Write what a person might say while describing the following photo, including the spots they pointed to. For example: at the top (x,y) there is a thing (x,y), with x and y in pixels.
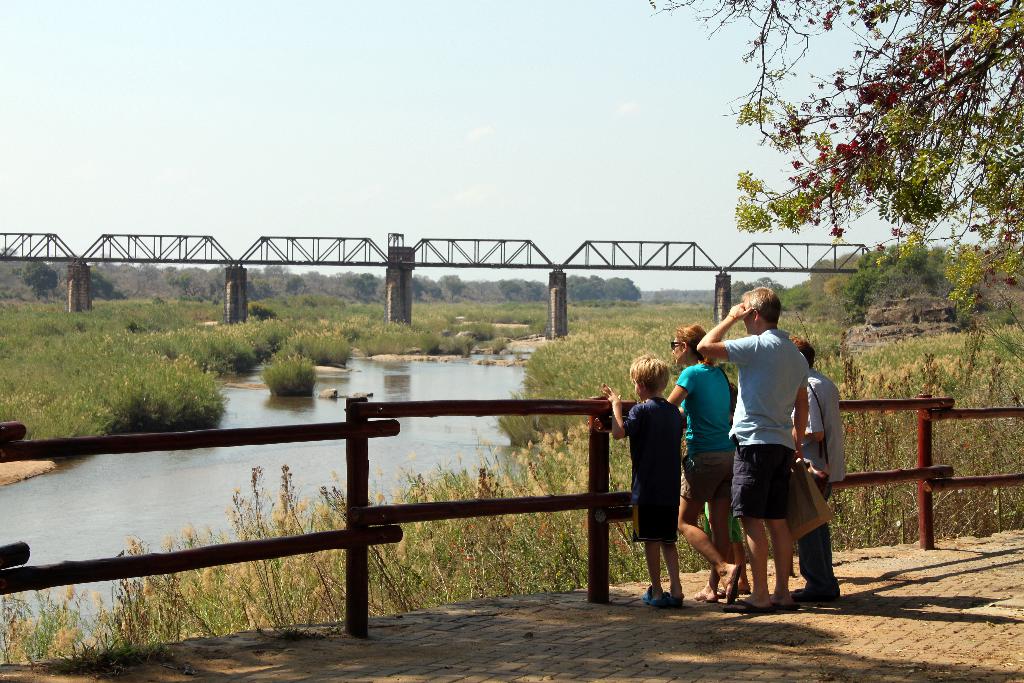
In this image in the front (677,393) there are persons (726,383) standing. In the center (400,413) there is a wooden fence (936,483), there is grass (574,431) and there is water (306,446). In the background (394,288) there are trees (513,288) and there is a bridge (354,260).
